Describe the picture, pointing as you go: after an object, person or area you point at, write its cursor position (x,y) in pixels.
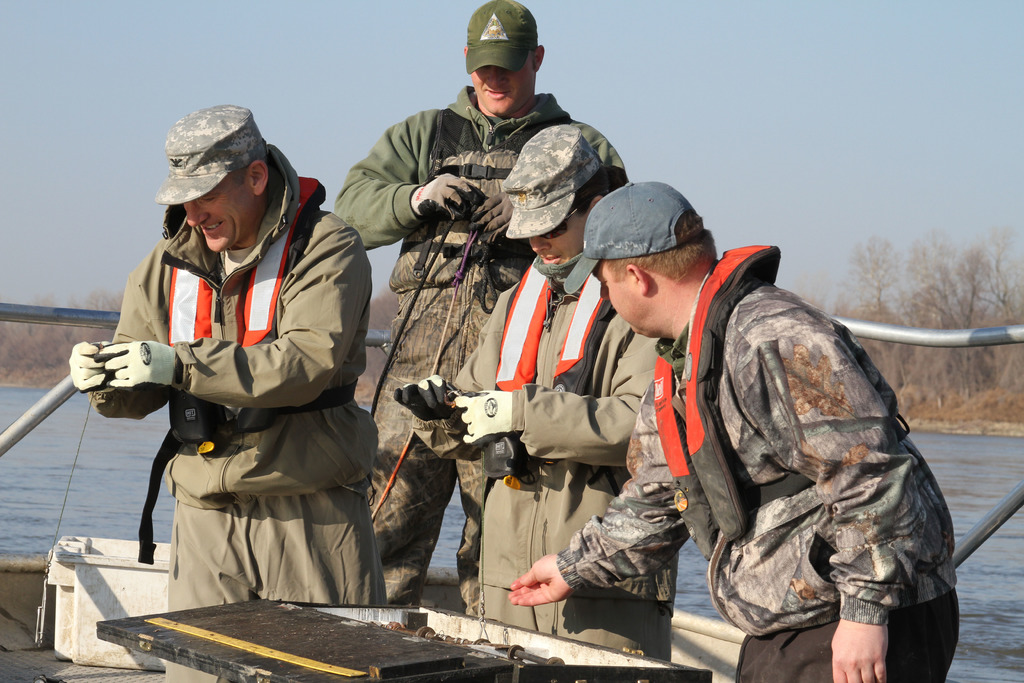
In this picture, we see four men (430,344) are standing and they are holding something in their hands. All of them are wearing the jackets (637,391) and the caps (593,222). In front of them, we see a black box (455,668) containing some equipment (482,650) in it. On the left side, we see a white color box (108,609). They might be standing in the boat (432,595). In the background (56,446), we see water (62,448) and this water (53,460) might be in the lake (967,511). There are trees (955,349) in the background (6,346). At the top (736,152), we see the sky (770,126).
